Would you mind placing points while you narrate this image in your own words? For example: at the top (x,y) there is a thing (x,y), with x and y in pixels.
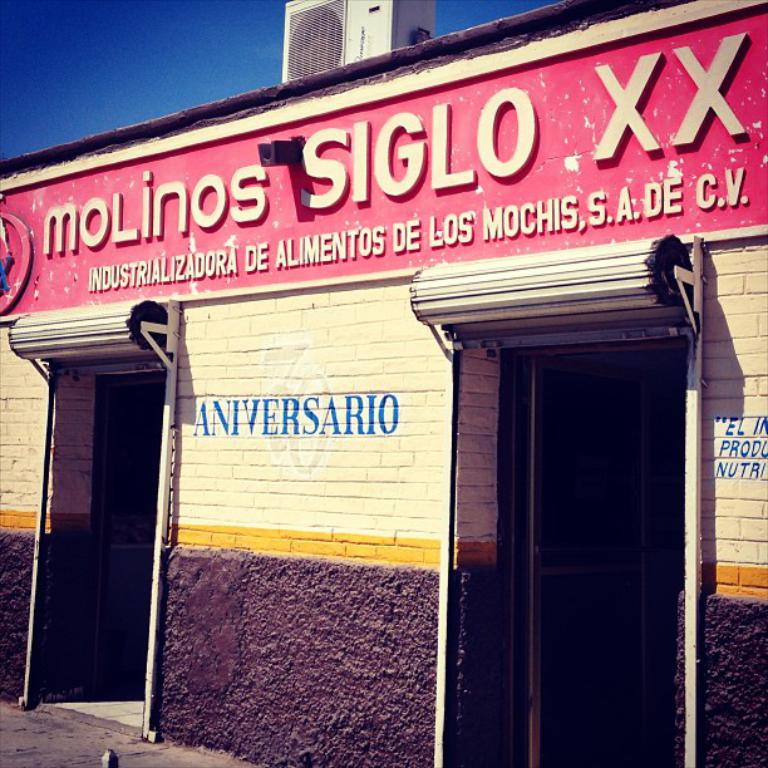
In this picture, we see a building (285,478) in white and black color. We see some text (762,431) written on the wall (701,427). On the right side (665,392), we see the door (576,434). On top of the building (390,285), we see a board (581,222) in pink color with some text (116,285) written on it. At the top (328,7), we see the grid air conditioner (348,35). In the left top (136,58), we see the sky (141,62), which is blue in color. In the left bottom (4,765), we see the road (48,758).
